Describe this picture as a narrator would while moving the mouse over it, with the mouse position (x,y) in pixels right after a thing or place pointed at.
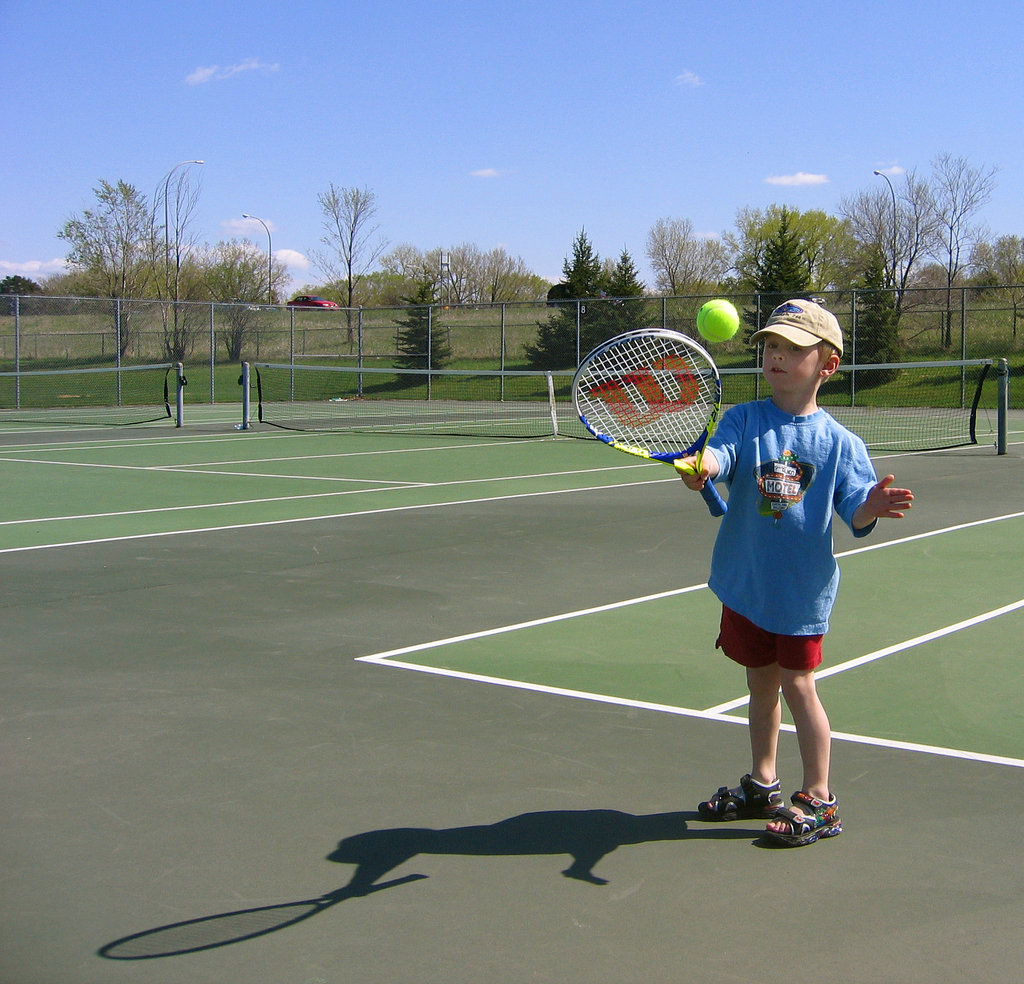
In the picture we can see a tennis court (513,668) with a green color surface (540,668) and a boy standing and holding a tennis racket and hitting the ball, he is wearing a T-shirt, and a cap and in the background (269,305) we can see a fencing (301,314) and behind it we can see a grass surface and on it we can see trees (228,259) and behind it we can see a car (312,300) which is red in color and behind it we can see a pole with a light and behind it we can see a sky (285,256) with clouds (285,256).
